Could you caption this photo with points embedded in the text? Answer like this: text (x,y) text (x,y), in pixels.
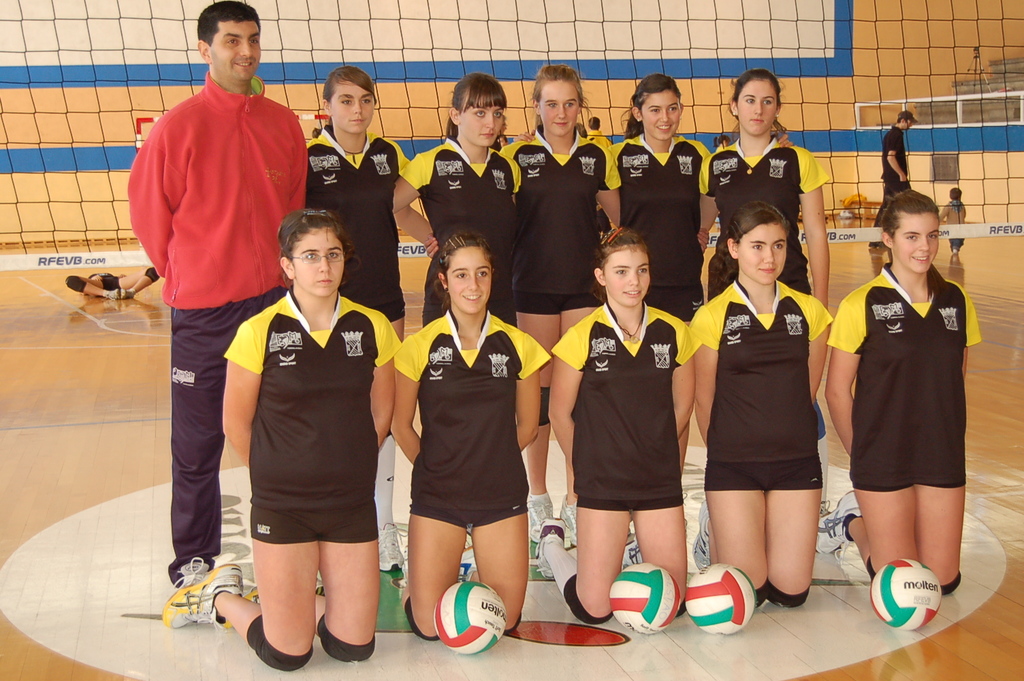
In this picture we can see some people (440,188) are standing and some people (487,379) are in squat position and a person (117,288) is lying on the floor (58,289) and on the floor (399,464) there are balls (479,630). Behind the people (598,598) there is a net (768,16) and a wall (701,42) and on the right side of the people (385,338) there is a stand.
